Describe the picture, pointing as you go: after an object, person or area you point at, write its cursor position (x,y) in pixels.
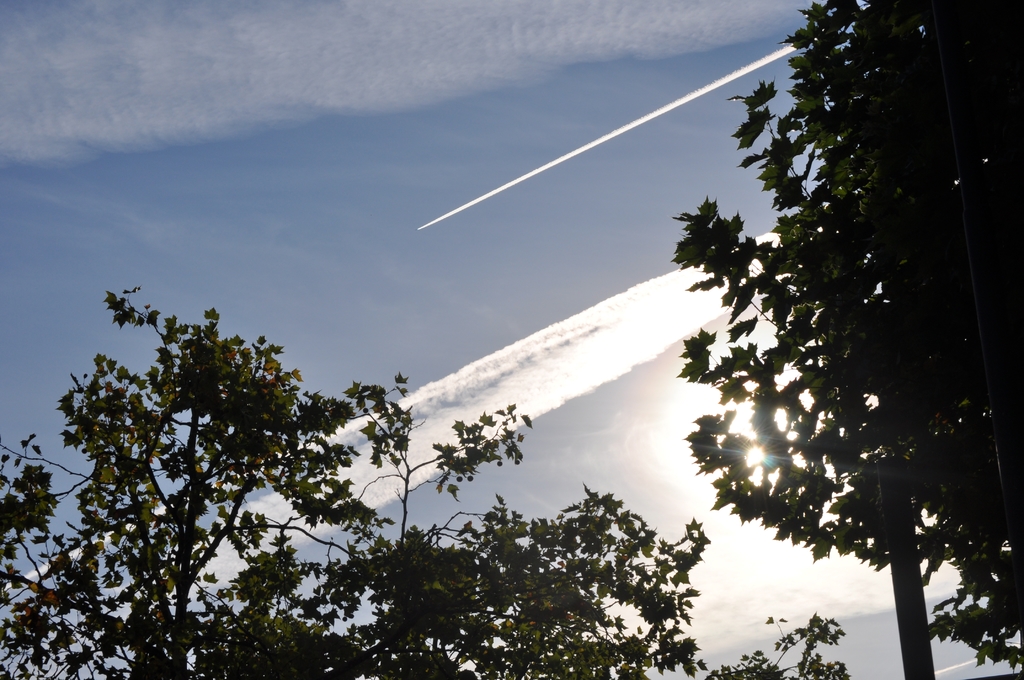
In the foreground of this picture (561,618), there are trees (540,625). In the background (736,72), there is a trail (639,322) of a plane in the sky (664,177) and another trail (618,335), sky (194,175) and the cloud (176,72).
